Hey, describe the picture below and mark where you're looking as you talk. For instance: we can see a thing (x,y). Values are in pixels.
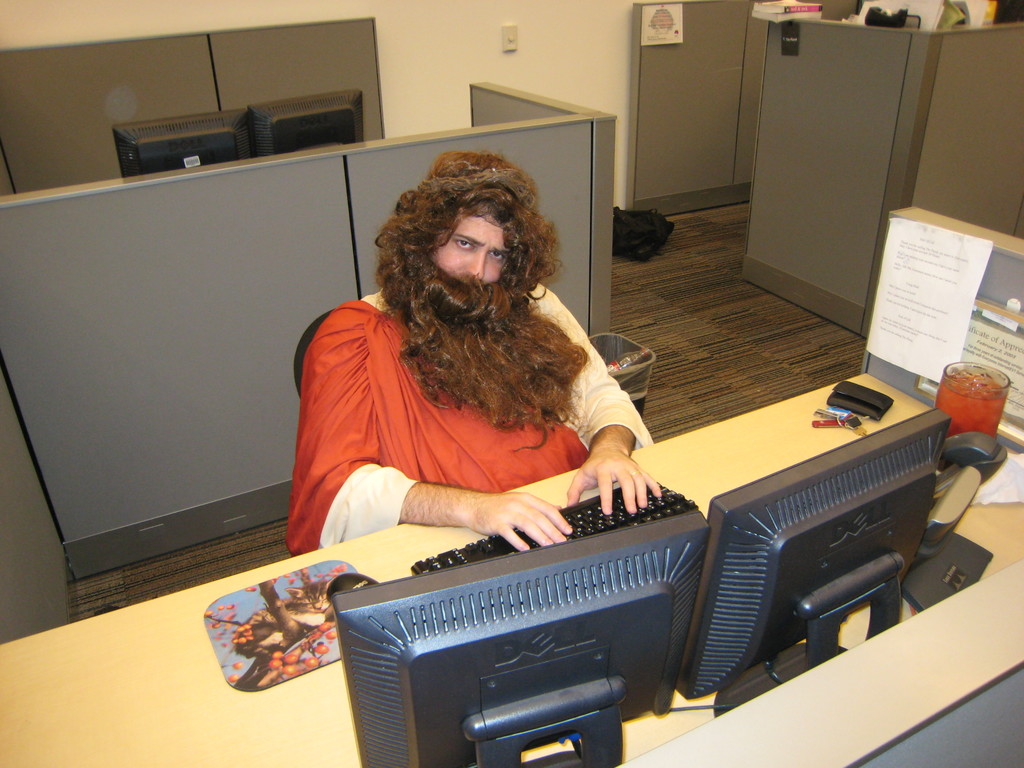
In this image, we can see a person (416,403) wearing some costume (391,440) and sitting. We can also see the desk (971,525) with some objects (957,512), devices (968,477). There are some posters (953,327) with text (912,307) attached to the desks (873,648). We can see some office cabins (28,399). We can also see the ground (662,348) with some objects (646,360). We can also see the wall (516,80).
